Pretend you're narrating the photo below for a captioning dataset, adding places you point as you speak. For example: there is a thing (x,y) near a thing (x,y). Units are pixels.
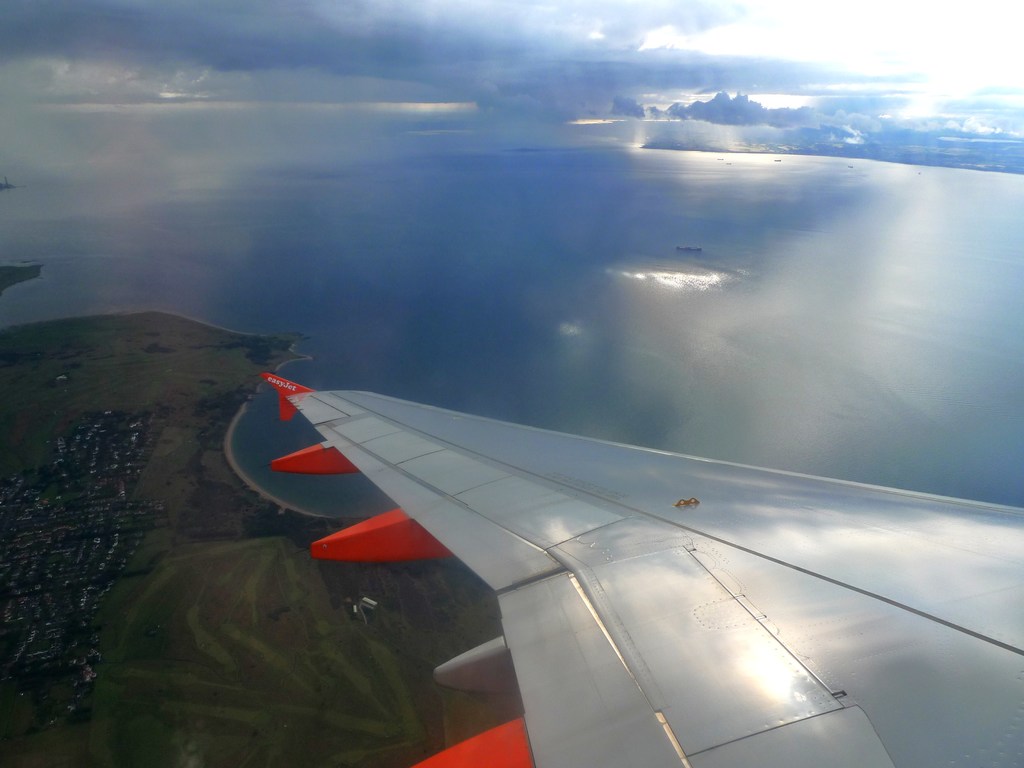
In this picture we can see the top view from the sky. In the front (657,524) there is a silver color plane wing (536,568). On the bottom side (189,589) there is a sea water (546,355) and land (83,693).
